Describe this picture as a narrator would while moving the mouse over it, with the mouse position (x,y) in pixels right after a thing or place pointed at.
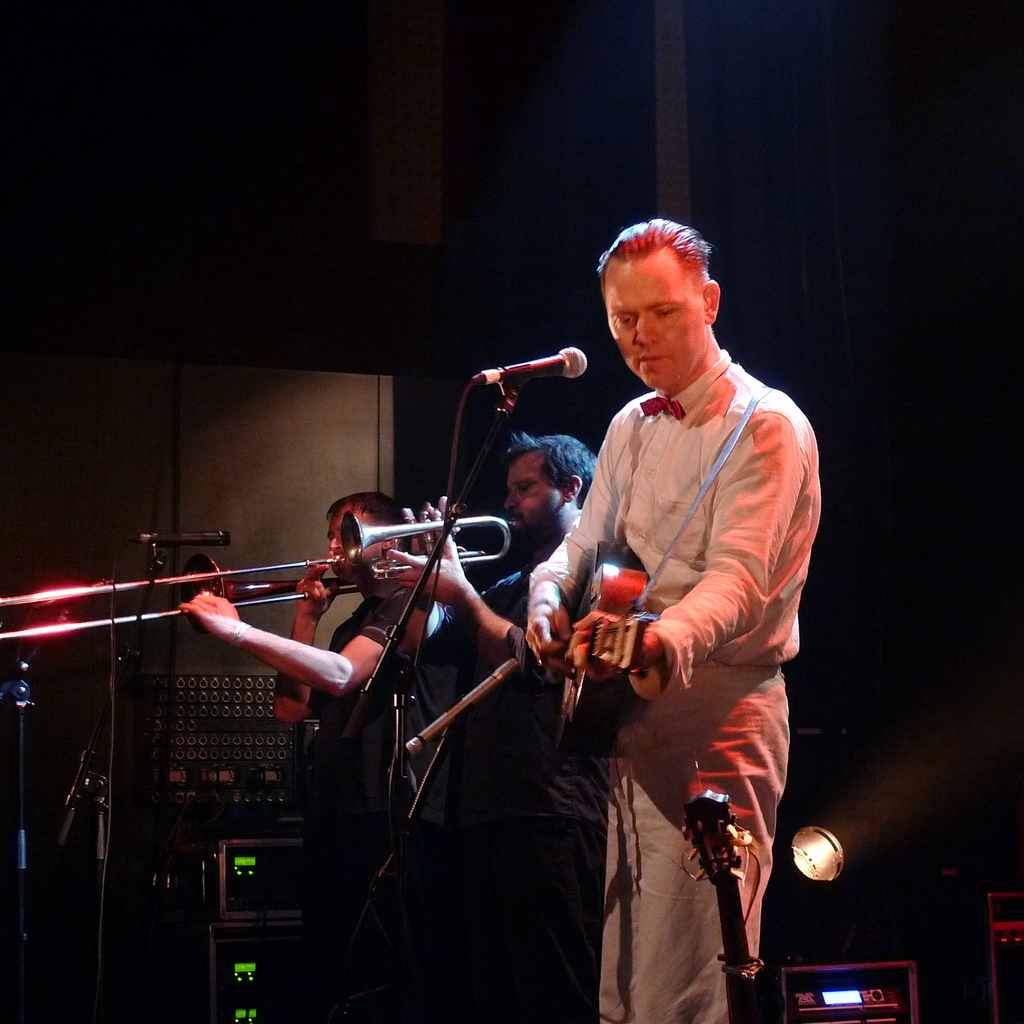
In this picture we can see few people (435,620) are playing musical instruments (572,697) in front of the mike (460,511).
